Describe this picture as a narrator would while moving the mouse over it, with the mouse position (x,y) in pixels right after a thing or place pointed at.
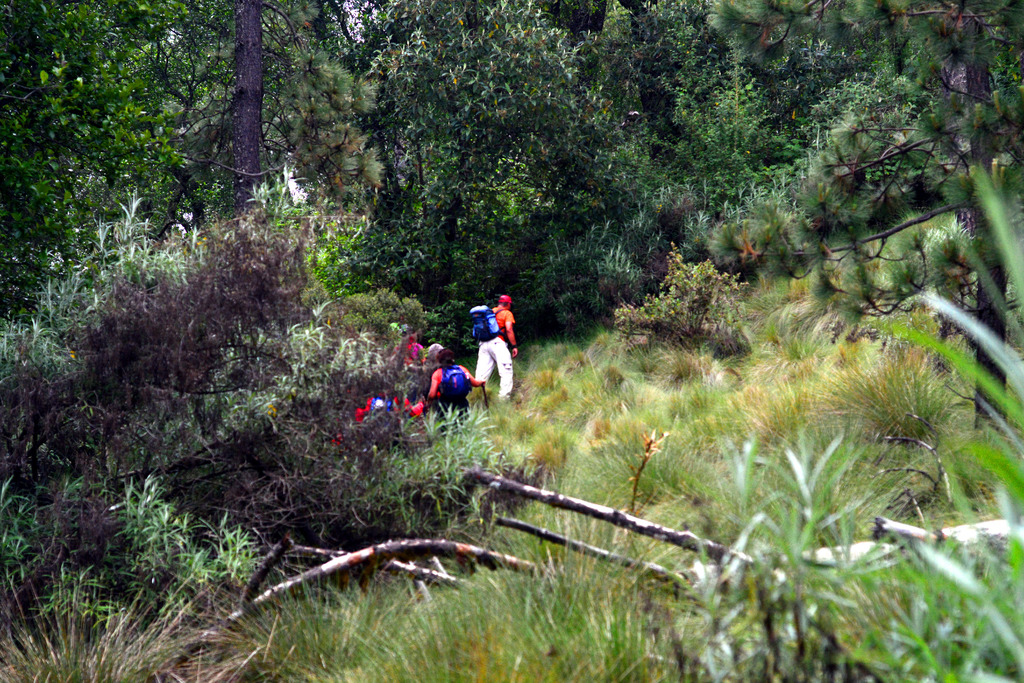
This picture is clicked outside. On the left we can see the group of people (445,364) wearing backpacks (480,326) and seems to be walking and we can see the plants (745,472), trees (724,252), green grass (637,387) and some other items (422,587).
